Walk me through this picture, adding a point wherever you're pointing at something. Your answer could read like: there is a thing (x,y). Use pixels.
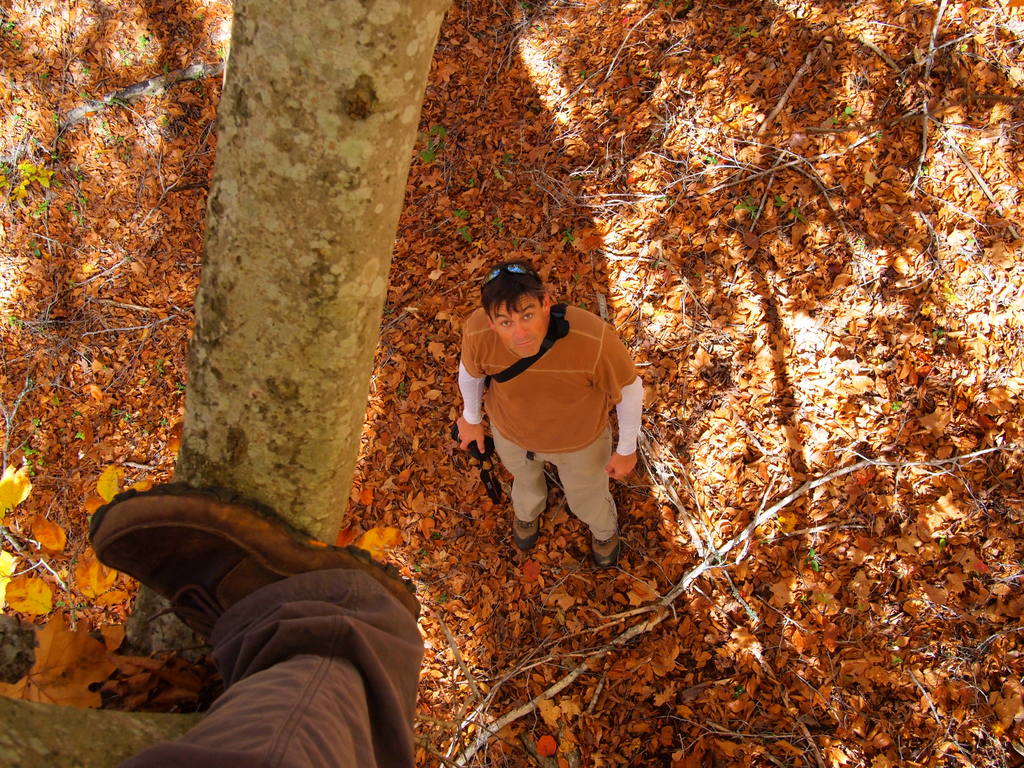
On the left side of the image (264,629) there is a leg (286,747) of a person (253,541) with shoes (235,536). And also there is a tree trunk (265,383). There is a man (520,378) with goggles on his head (516,344) and he is standing. And on the ground (490,511) there are dry leaves (918,237).
